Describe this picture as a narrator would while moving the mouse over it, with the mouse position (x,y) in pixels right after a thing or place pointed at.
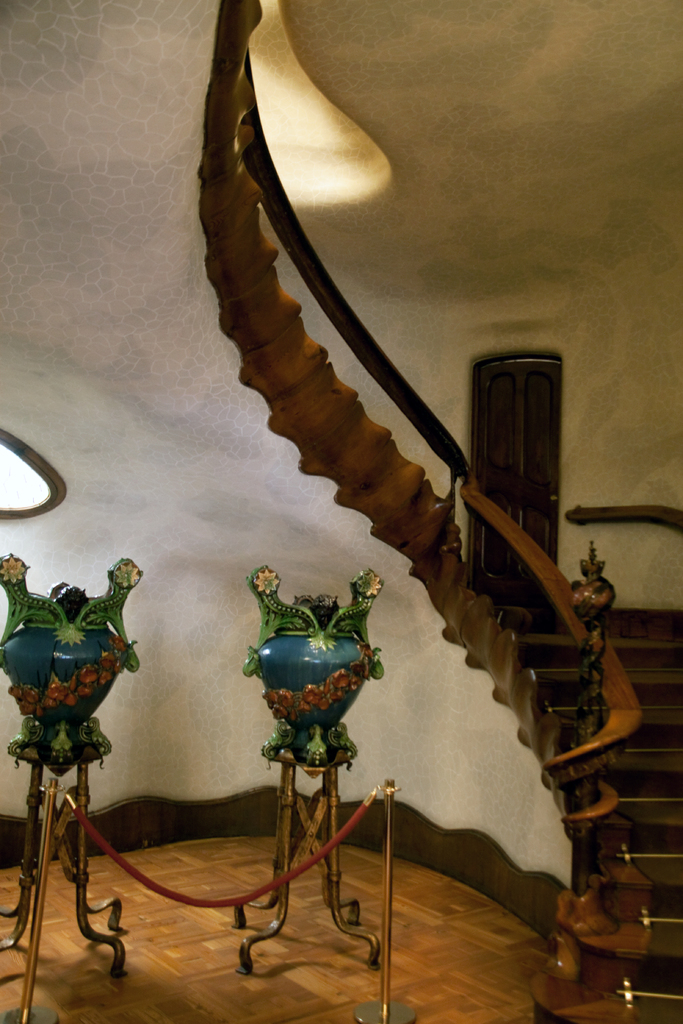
In this image there are two flower vases (297,676) on a floor (400,933) and there are two safety poles (37,920), on the right side (619,898) there are stairs (650,720) and a railing (597,715), in the background (416,287) there is a wall (637,301), for that wall (505,323) there is a door (516,453).
